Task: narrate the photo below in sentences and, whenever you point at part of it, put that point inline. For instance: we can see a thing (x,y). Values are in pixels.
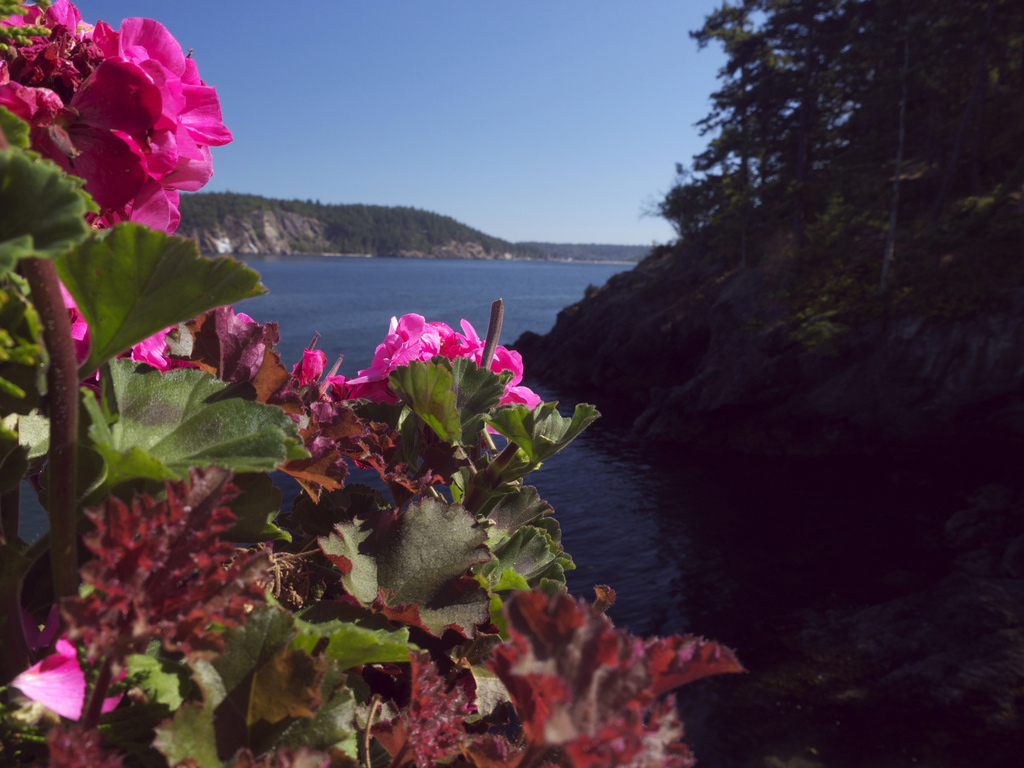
In this picture we can see flowers (62,382) in the front (90,397), on the right side (827,140) there is a tree (844,189), we can see water (731,636) at the bottom (606,519), there is the sky (489,124) at the top of the picture (473,85).
